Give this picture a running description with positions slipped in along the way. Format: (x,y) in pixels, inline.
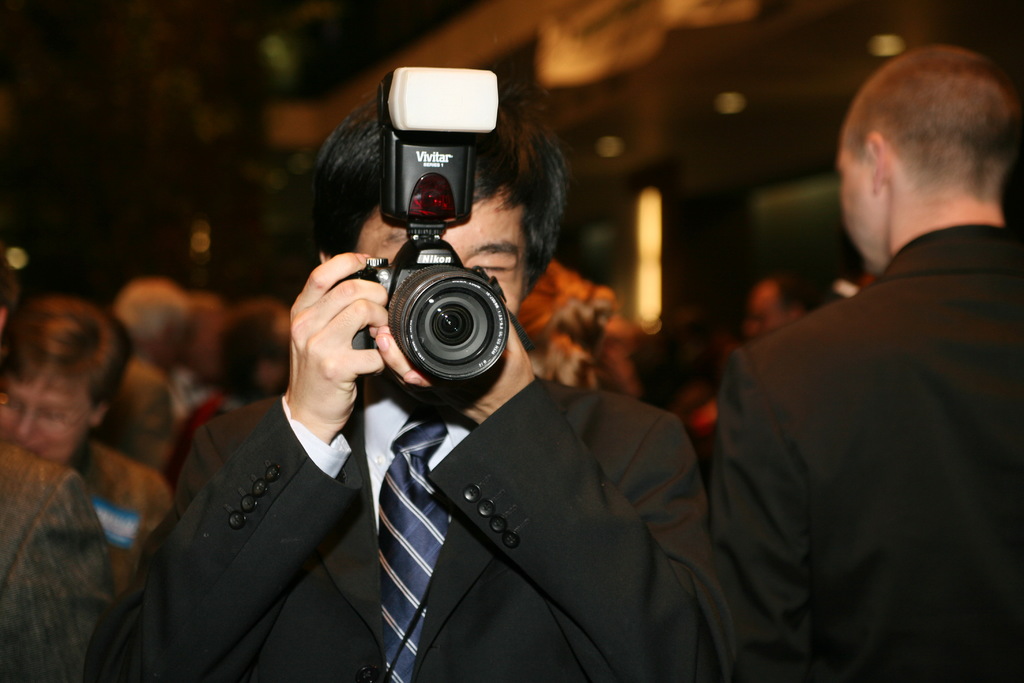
There is a group of people (355,434). In the center (647,433) we have a person (360,482). He is holding a camera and he's wearing a black jacket (593,421), tie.
